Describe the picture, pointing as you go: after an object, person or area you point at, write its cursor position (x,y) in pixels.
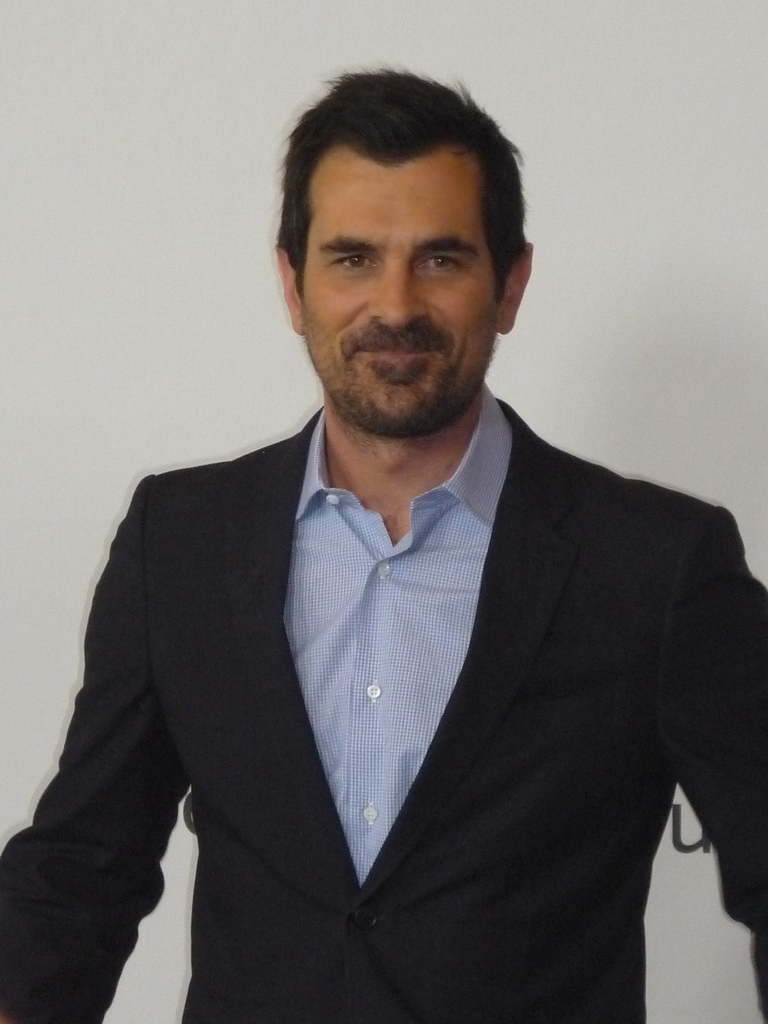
In this picture we can see a man (405,563) smiling here, he wore a blazer (565,819), we can see a wall (624,261) in the background (624,222).
